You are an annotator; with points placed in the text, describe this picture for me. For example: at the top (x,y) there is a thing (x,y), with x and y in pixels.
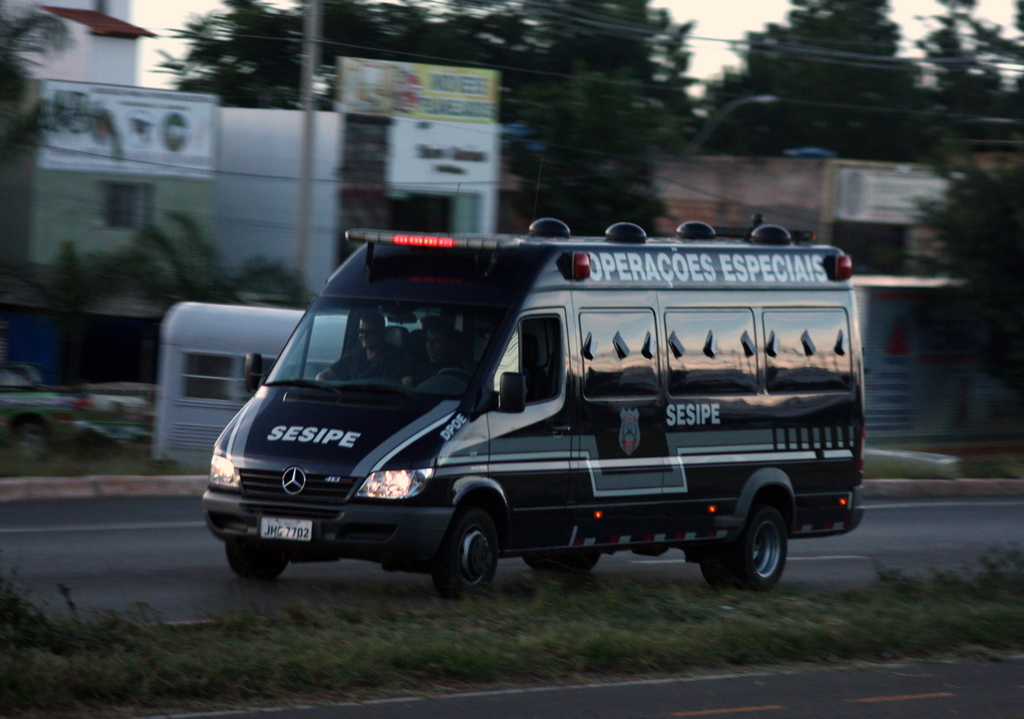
There is a vehicle (569,331) with something written on that. It is on a road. Near to the road (342,561) there is grass (583,589). In the back (148,150) there are buildings (798,208) with banners (356,104). In the background (523,40) there are trees (397,26) and sky (726,10). Also there are few vehicles (103,422).
